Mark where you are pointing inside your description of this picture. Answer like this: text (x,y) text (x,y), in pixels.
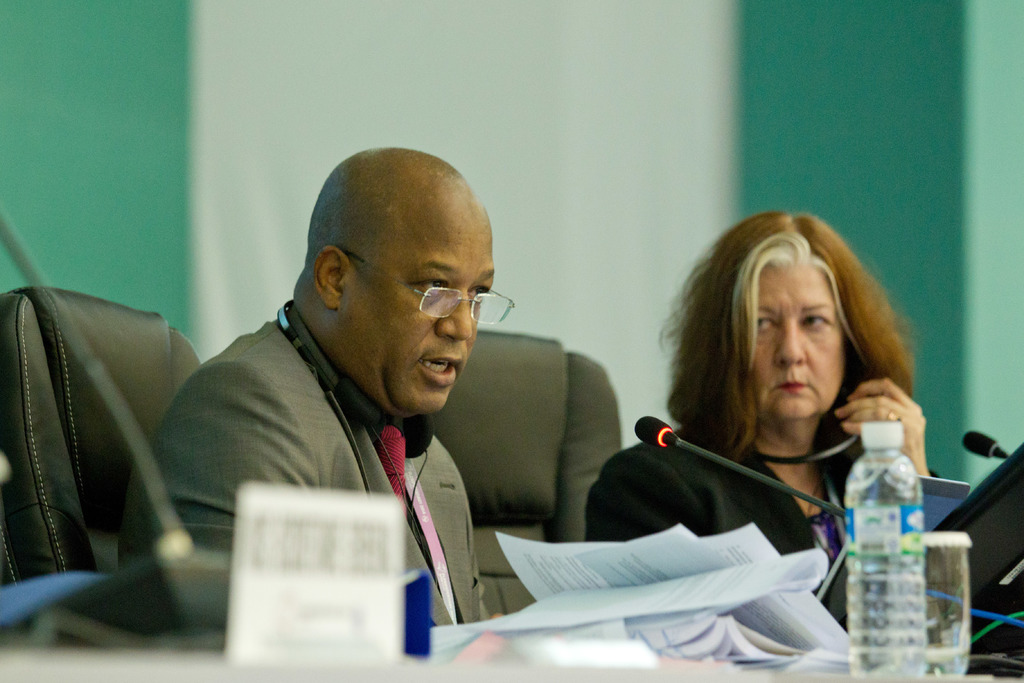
This is a picture of two people (393,154) of one guy (391,192) and a women (742,321). The guy (421,337) is having the spectacles (448,301) and the headsets (411,433) around his neck (302,285) sitting on the chairs (589,366) in front of a table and the table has some papers (799,575), mike (837,518), bottle (916,511) and a glass (935,556).
